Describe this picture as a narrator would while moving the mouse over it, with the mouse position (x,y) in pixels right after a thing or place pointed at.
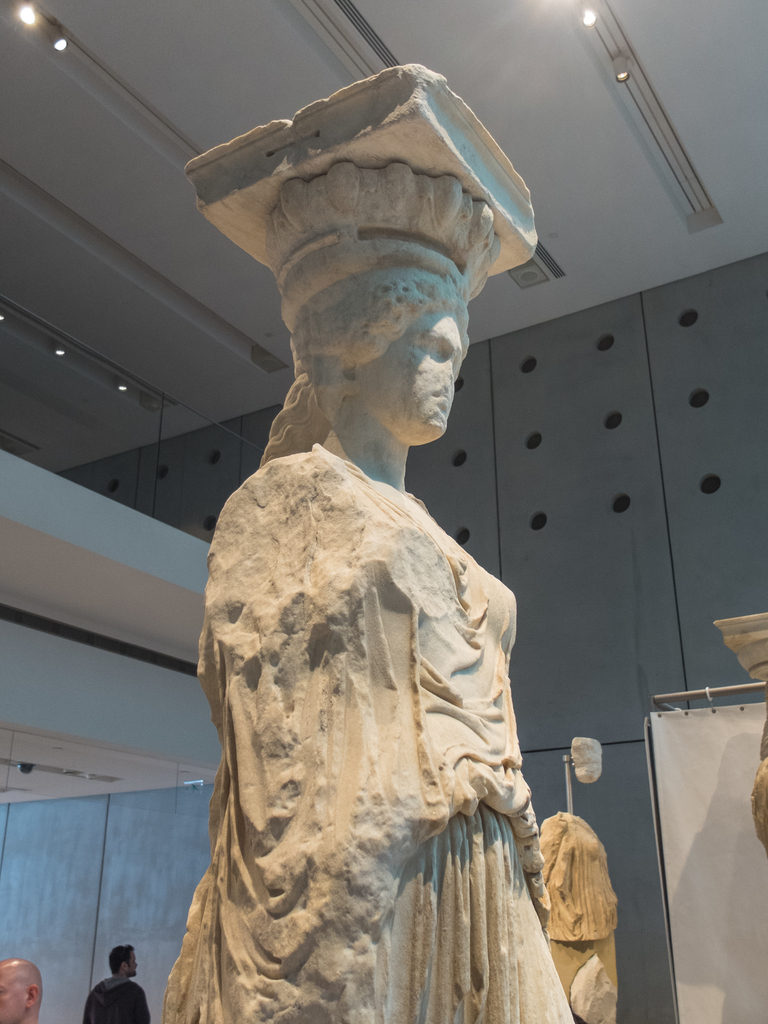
As we can see in the image there is wall (557,435), statue (408,401) and on the left side (15,997) there are two persons (18,1008) standing. At the top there are lights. On the right side (690,821) there is white color cloth (687,864).
